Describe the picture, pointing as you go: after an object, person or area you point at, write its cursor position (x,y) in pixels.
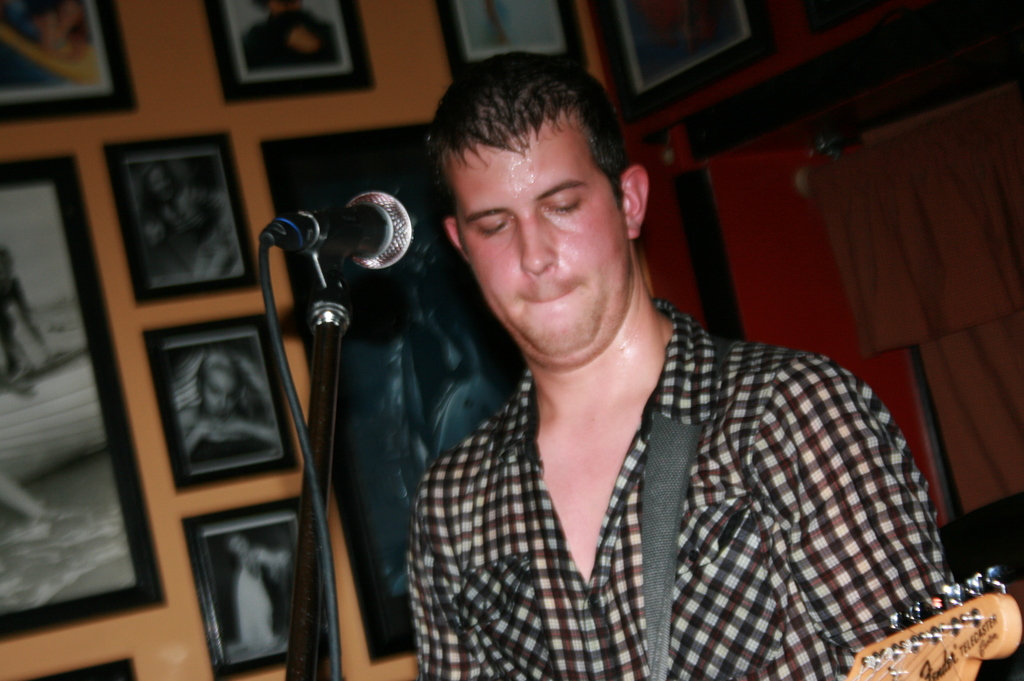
As we can see in the image there is a man (588,611) and a mike (318,283) and a orange color wall (146,66). On wall (161,67) there are few photo frames (160,155).
